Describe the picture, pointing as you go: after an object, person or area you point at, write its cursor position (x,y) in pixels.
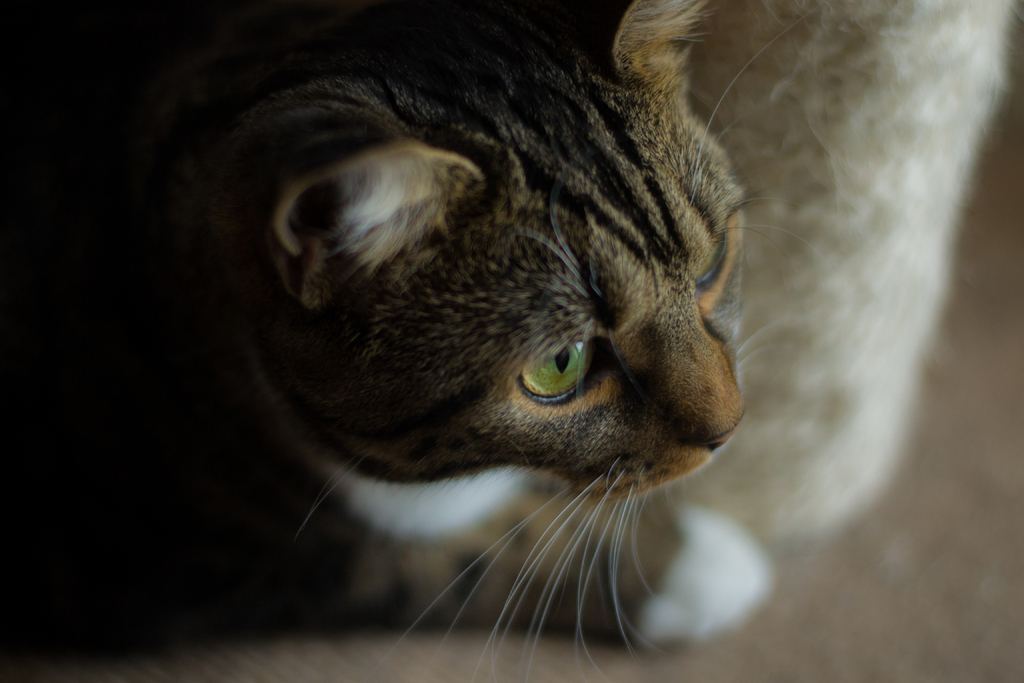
In this image we can see a cat (533,442) on the surface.
